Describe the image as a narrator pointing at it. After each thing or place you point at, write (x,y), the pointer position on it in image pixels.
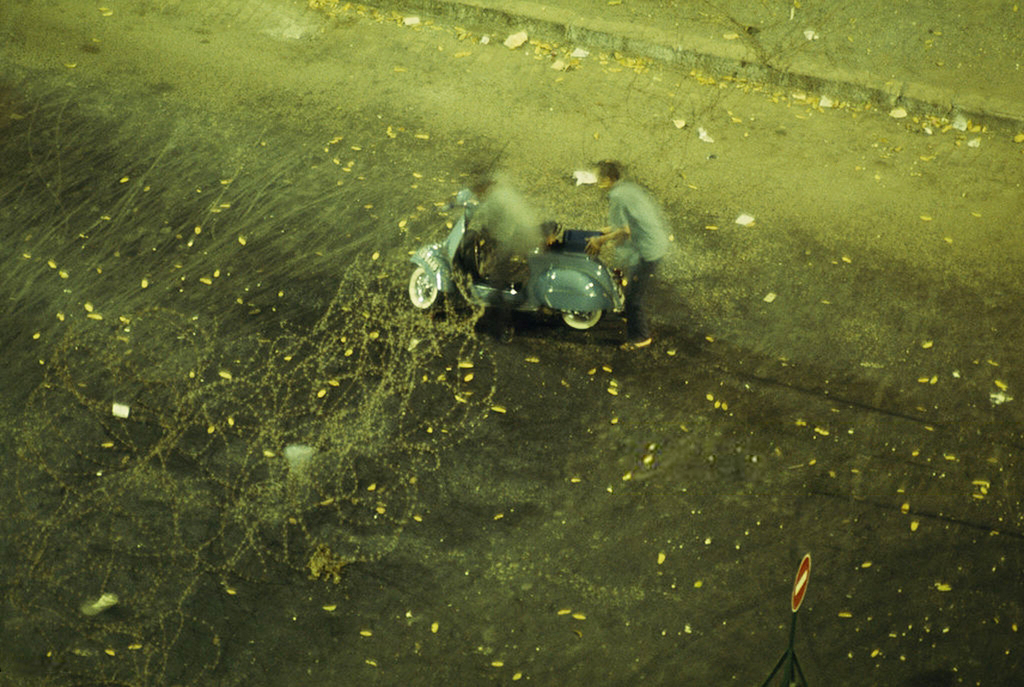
In this image I can see a person (609,177) holding the vehicle (548,290) and it is in blue color. I can see a signboard (802,590) and few leaves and papers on the road (802,607).
